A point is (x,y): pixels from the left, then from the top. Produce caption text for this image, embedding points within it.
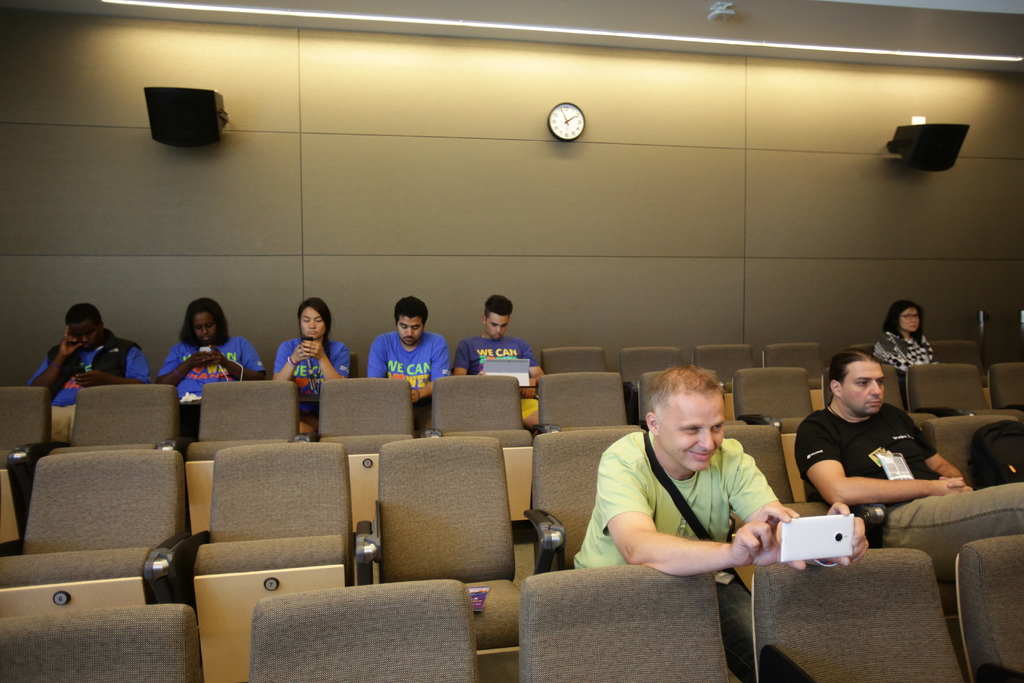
There are many chairs (475,521) in this room (658,496). In the front (658,496) a person (653,498) wearing green t shirt (664,514) is holding a camera (809,532). In the back (288,347) five persons (199,344) wearing blue t shirt (490,359) is sitting. On the wall (545,242) there are two speakers (915,152) and a clock (575,114).
